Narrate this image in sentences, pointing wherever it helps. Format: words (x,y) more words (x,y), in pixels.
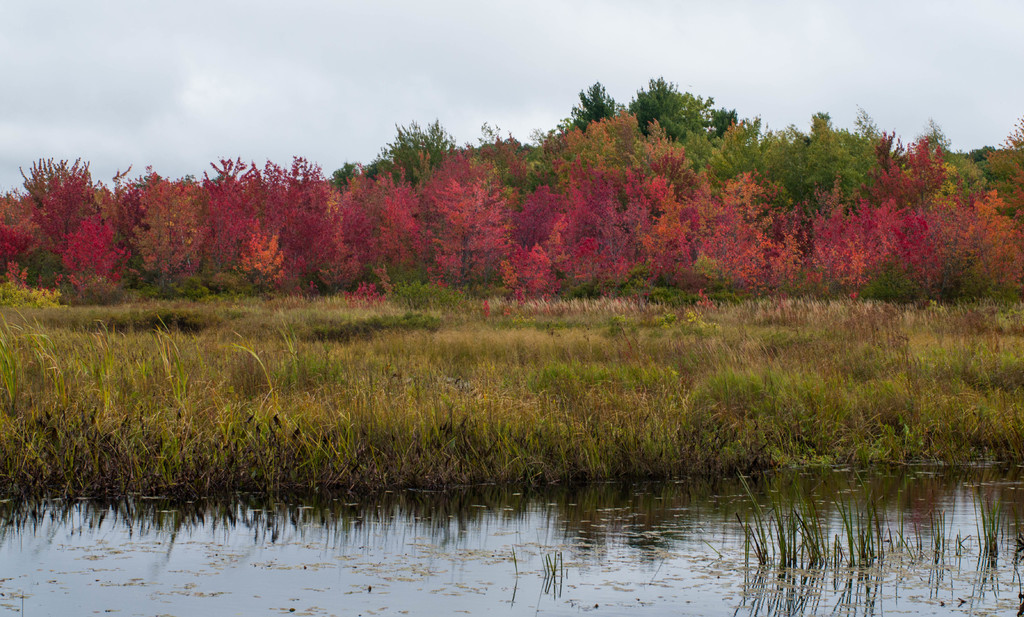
In this image at the bottom (353,514) there is pond (942,508) and some plants (687,385), in the background (891,240) there are some trees (731,254) and leaves (918,267). At the top of the image (612,63) there is sky (366,36).
